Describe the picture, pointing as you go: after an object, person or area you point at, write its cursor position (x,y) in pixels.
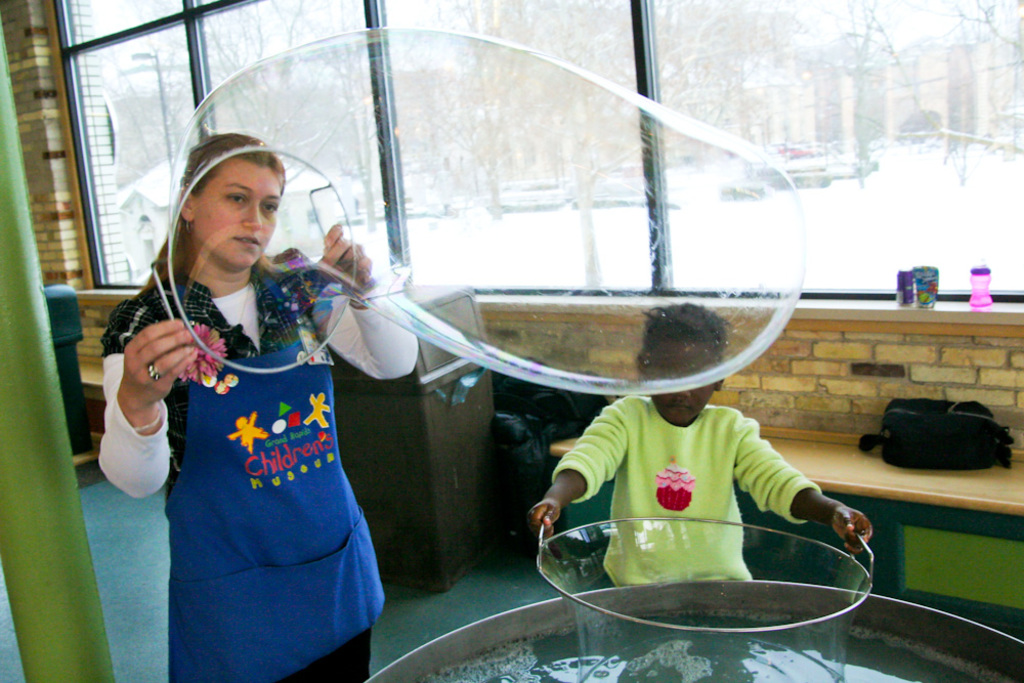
In front of the image there is a water (520,658) in the tub (563,620). There is a person (644,468) holding the hoop (611,550). Beside him there is a person (344,471) holding the bubble (450,240). On the left side of the image (49,547) there is a pole (64,559). There is a bag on the bench (862,481). Beside the bench (868,494) there are a few other objects (57,289). There is a bottle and a few other objects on the platform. In the background of the image (205,24) there are glass windows (485,174) through which we can see trees (581,31) and buildings (824,84).
